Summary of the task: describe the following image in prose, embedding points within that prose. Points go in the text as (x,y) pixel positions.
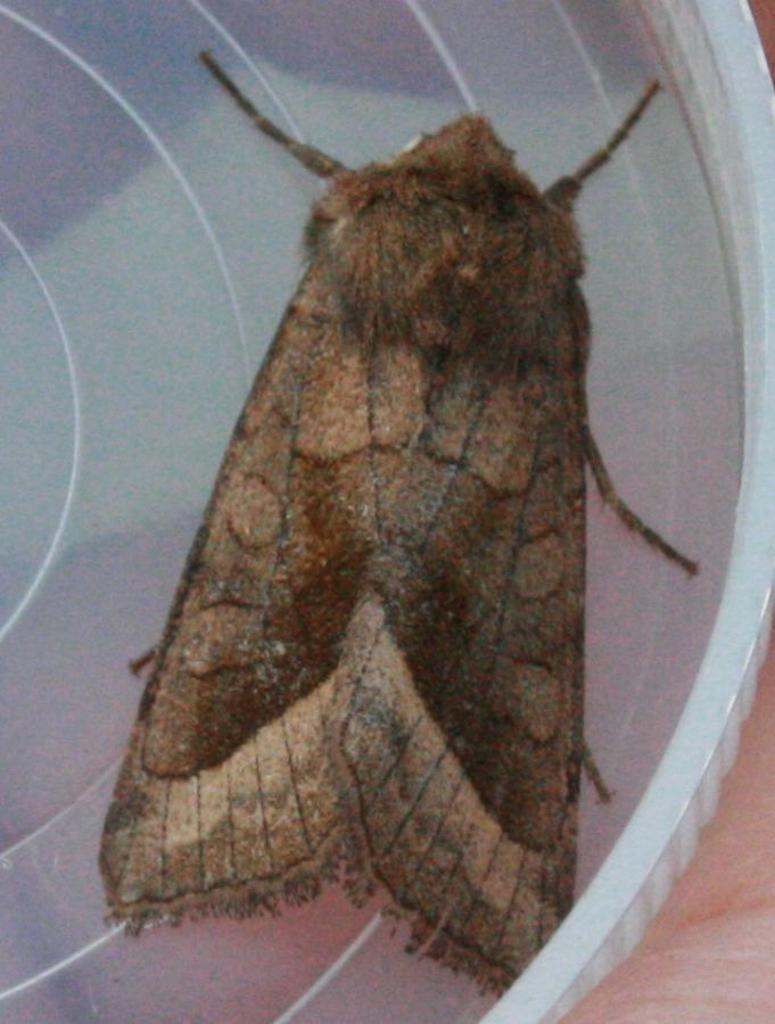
This picture shows a insect (543,497) in the plastic tray (293,209) in a hand (698,849).
